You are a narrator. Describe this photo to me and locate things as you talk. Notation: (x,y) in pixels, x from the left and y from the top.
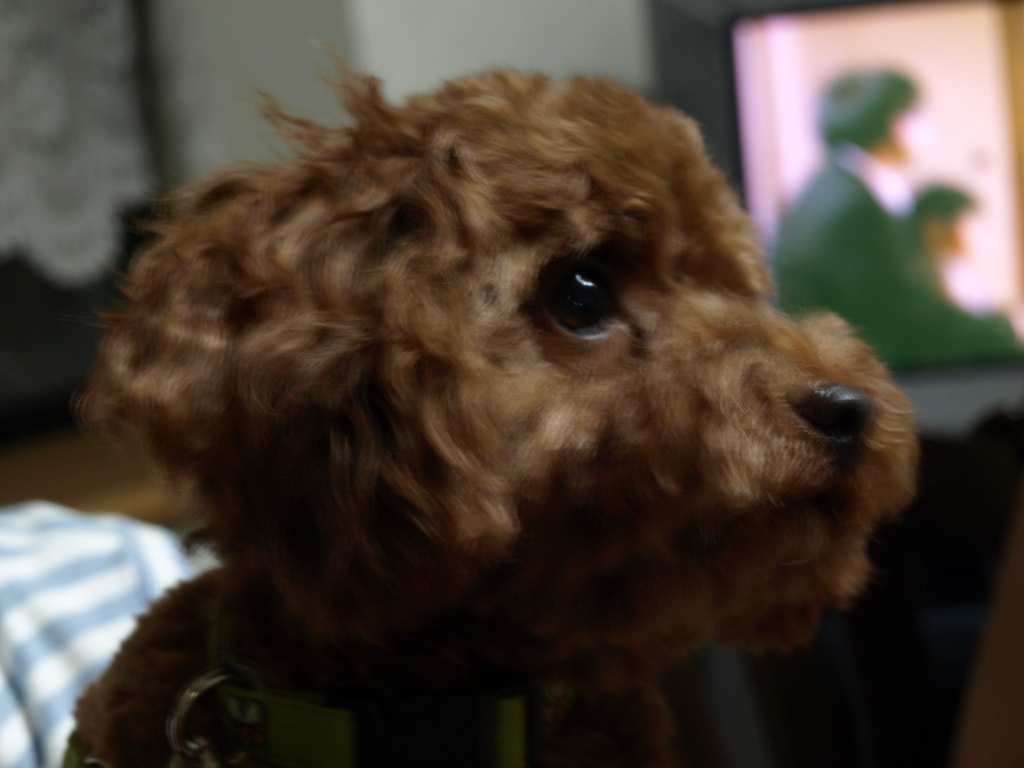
In this image we can see a dog (607,385) with blurry background (769,173).
